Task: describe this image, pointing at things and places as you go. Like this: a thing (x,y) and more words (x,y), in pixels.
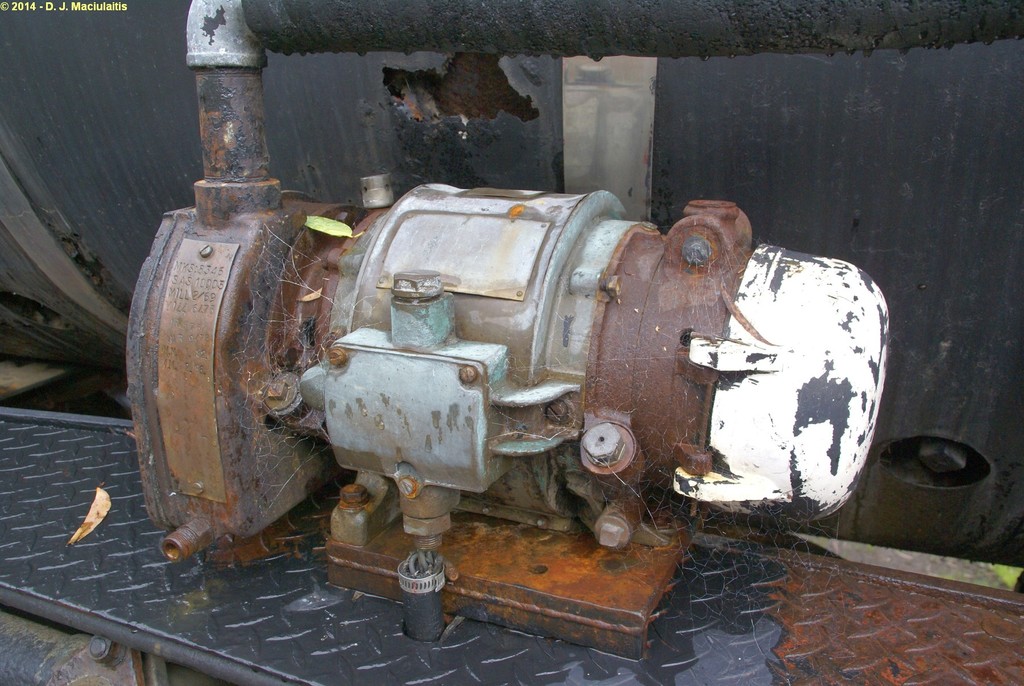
There is a old motor (412,376) with some rust (654,373) and white paint (736,453), fitted with screws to the iron bar (513,592).
